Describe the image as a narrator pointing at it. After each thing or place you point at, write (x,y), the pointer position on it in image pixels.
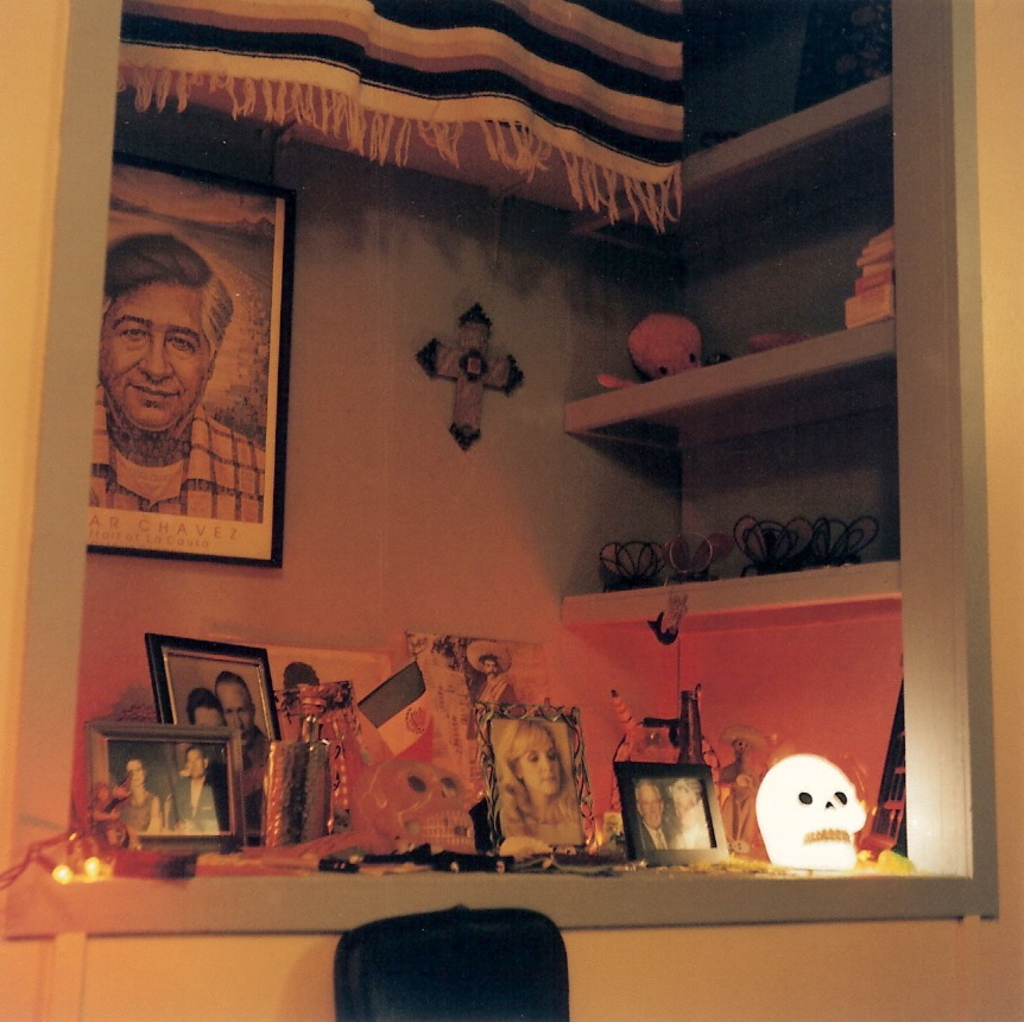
In this picture we see the picture frames (662,801) containing the pictures (207,800) of persons (697,811) and we can see the flag (408,754) and some other objects (778,814) and in the background (461,617) we can see the wall (354,357), picture frame (212,357) hanging on the wall (261,594) and some object (447,371) hanging on the wall (422,530). At the top (426,24) we can see the cloth (444,24) hanging. On the right (829,87) we can see the shelves (805,112) containing some objects (864,4) and we can see the lights (56,866) and some other objects (421,960).
